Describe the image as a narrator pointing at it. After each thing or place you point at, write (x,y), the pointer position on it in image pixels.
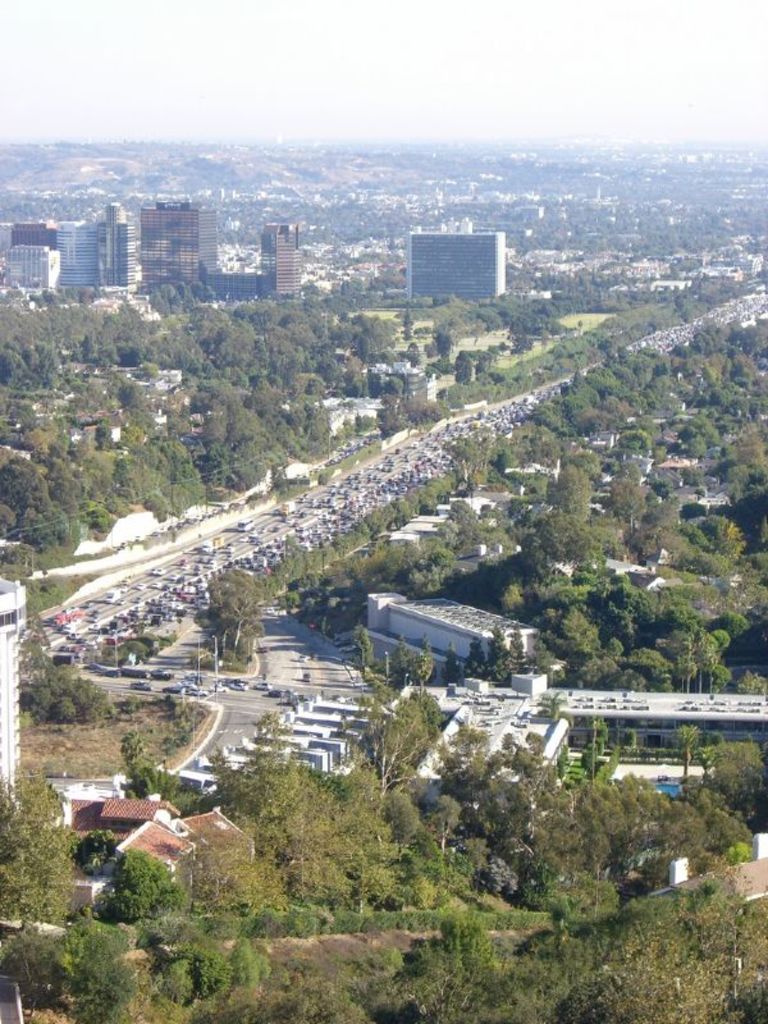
In this image I can see few trees (361,858) which are green in color, the roofs (190,853) of few buildings (235,836) which are brown in color, a bridge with few vehicles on it, the road (214,714) with number of vehicles (220,558) on it and in the background (449,392) I can see few trees (305,381), few buildings (390,364), the ground (451,381) and the sky (305,74).
